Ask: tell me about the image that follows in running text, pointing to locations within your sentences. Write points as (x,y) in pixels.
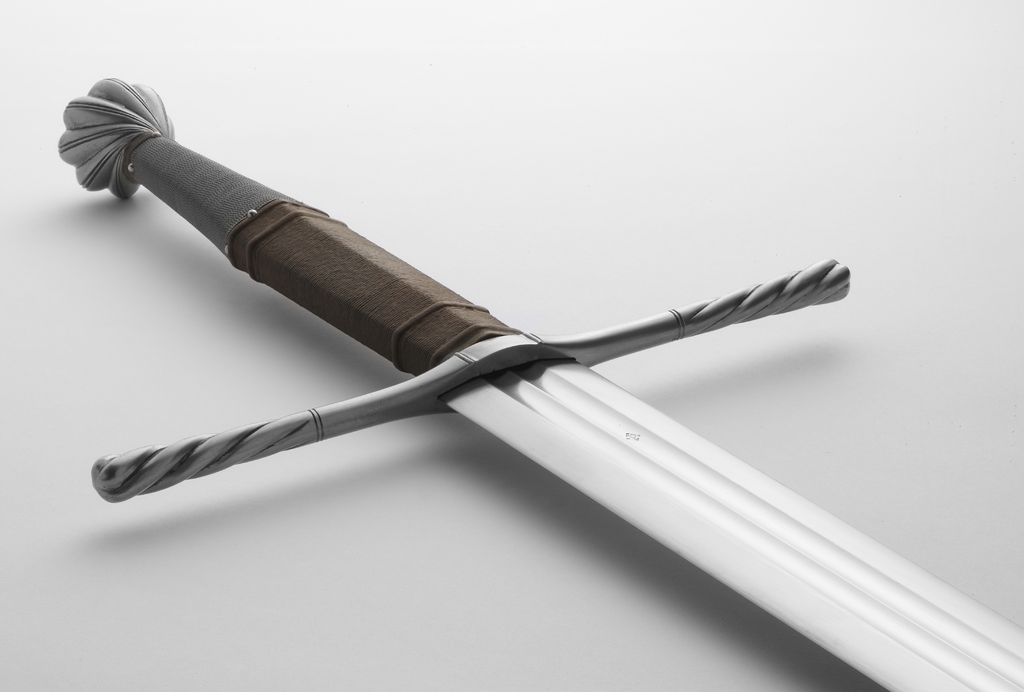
In the picture I can see a sword (437,399) on a white color surface (390,489).
